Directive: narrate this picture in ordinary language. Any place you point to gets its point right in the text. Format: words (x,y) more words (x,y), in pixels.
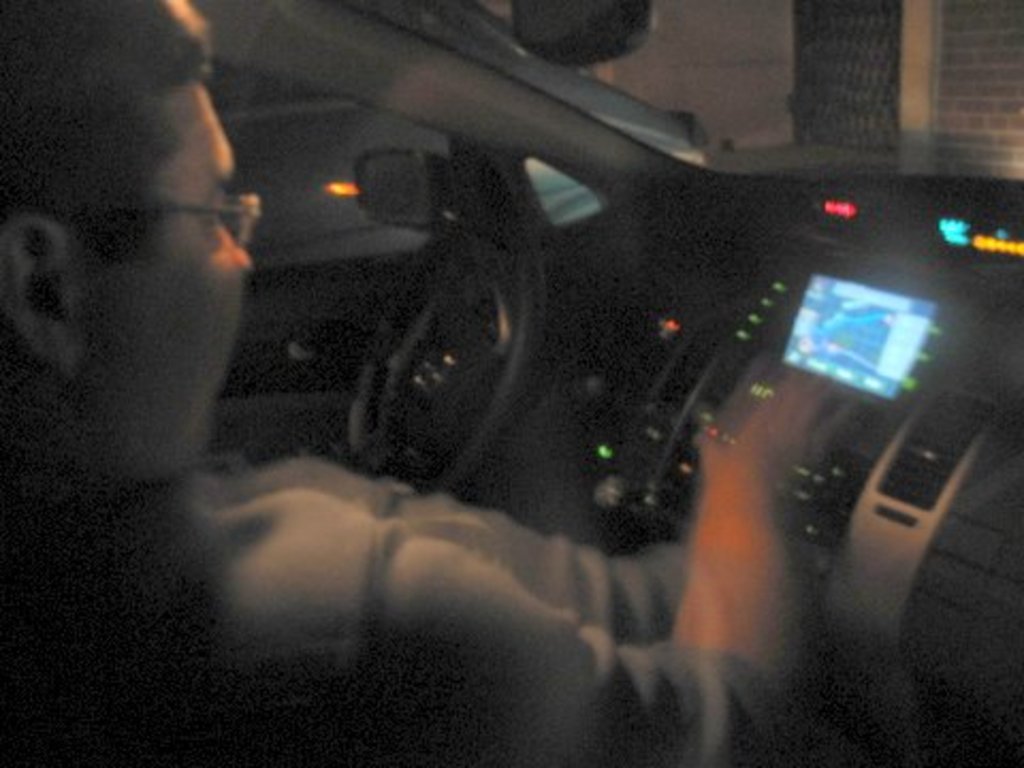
In this picture, we can see a person (29,518) in a car (699,316) and we can see a building (784,68) with a grille (895,29).
